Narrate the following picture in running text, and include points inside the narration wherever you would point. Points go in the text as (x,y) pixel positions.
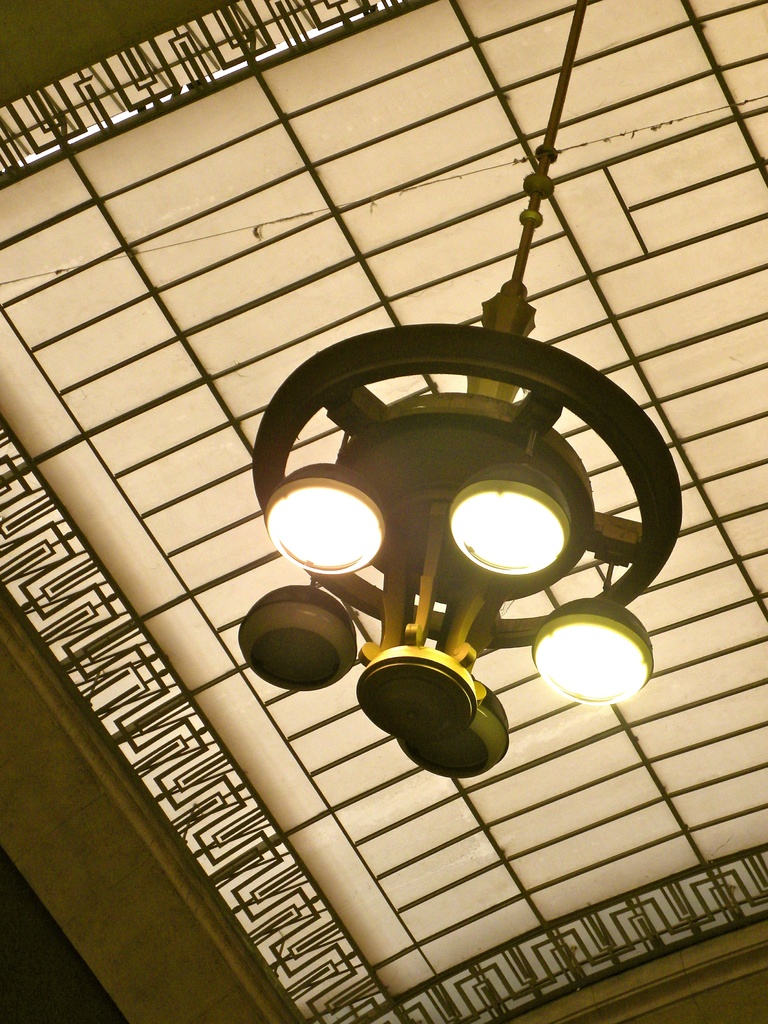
In this image we can see a chandelier (280,428) with group of lights (339,679) attached to it. In the background (413,140) we can see a design (293,912).
